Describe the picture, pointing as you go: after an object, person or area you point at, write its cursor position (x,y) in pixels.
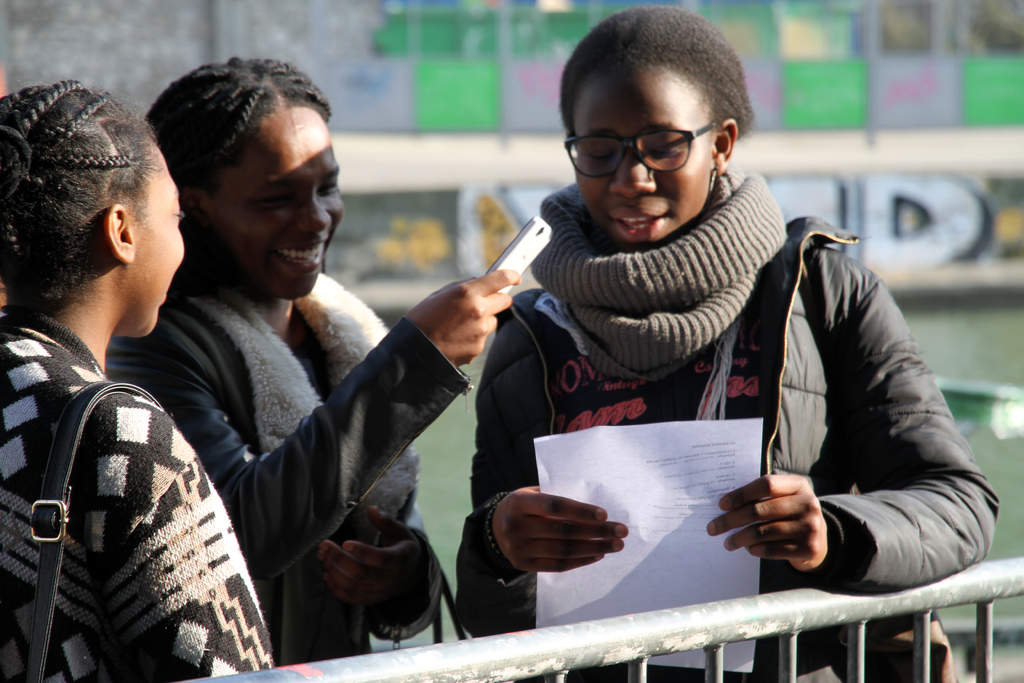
In this picture there is a woman (949,442) standing and holding the paper (668,664) and there is a woman (209,387) standing and holding the device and smiling and there is a woman (213,524) standing. In the foreground (771,642) there is a railing (865,615). At the back (982,322) it looks like a boat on the water (1011,312).
